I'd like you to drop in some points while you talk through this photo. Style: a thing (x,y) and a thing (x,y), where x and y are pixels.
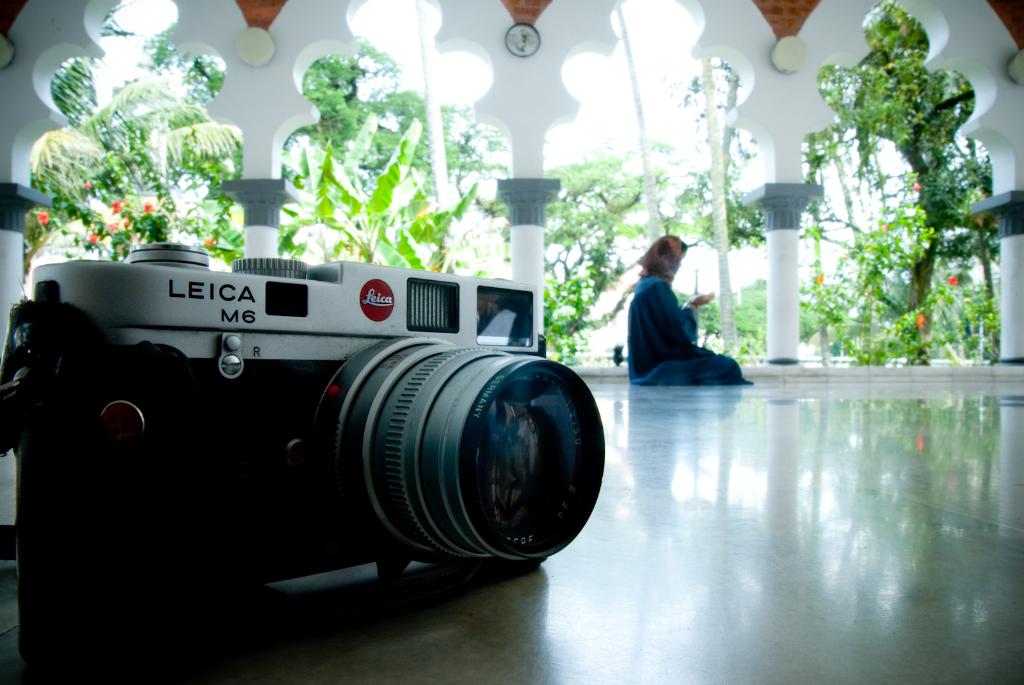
In this image I can see a black and white colour camera (259,389). Here I can see something is written. In the background (317,255) I can see number of trees (460,257), pillars (510,206) and here I can see a person (688,384) is sitting.
